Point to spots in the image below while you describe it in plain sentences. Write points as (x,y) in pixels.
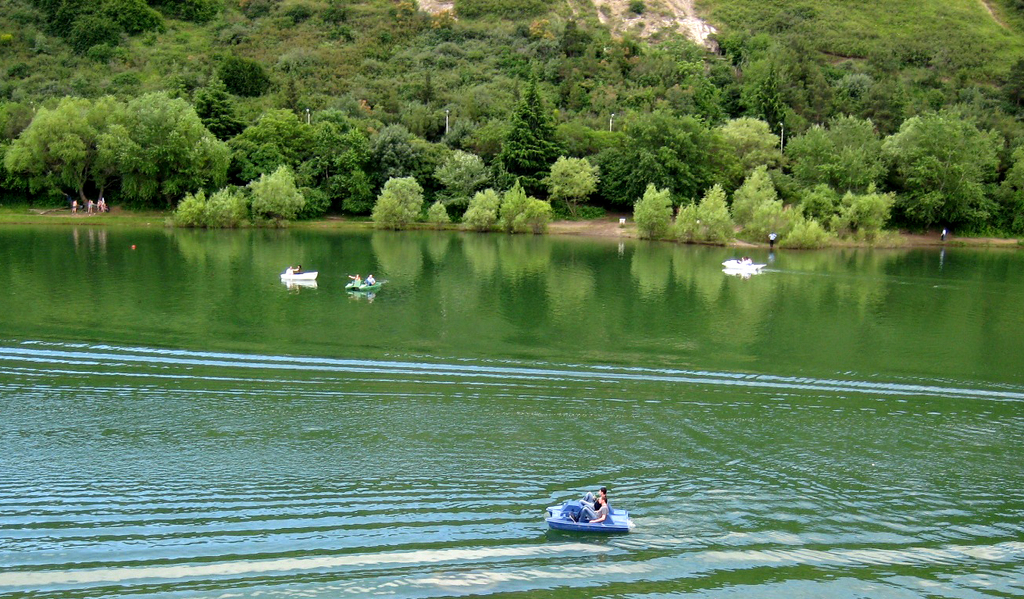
In this image we can see persons (599,504) sitting in the boats (563,514), persons (107,208) standing on the ground (70,209), trees (431,119) and rocks (617,34).
